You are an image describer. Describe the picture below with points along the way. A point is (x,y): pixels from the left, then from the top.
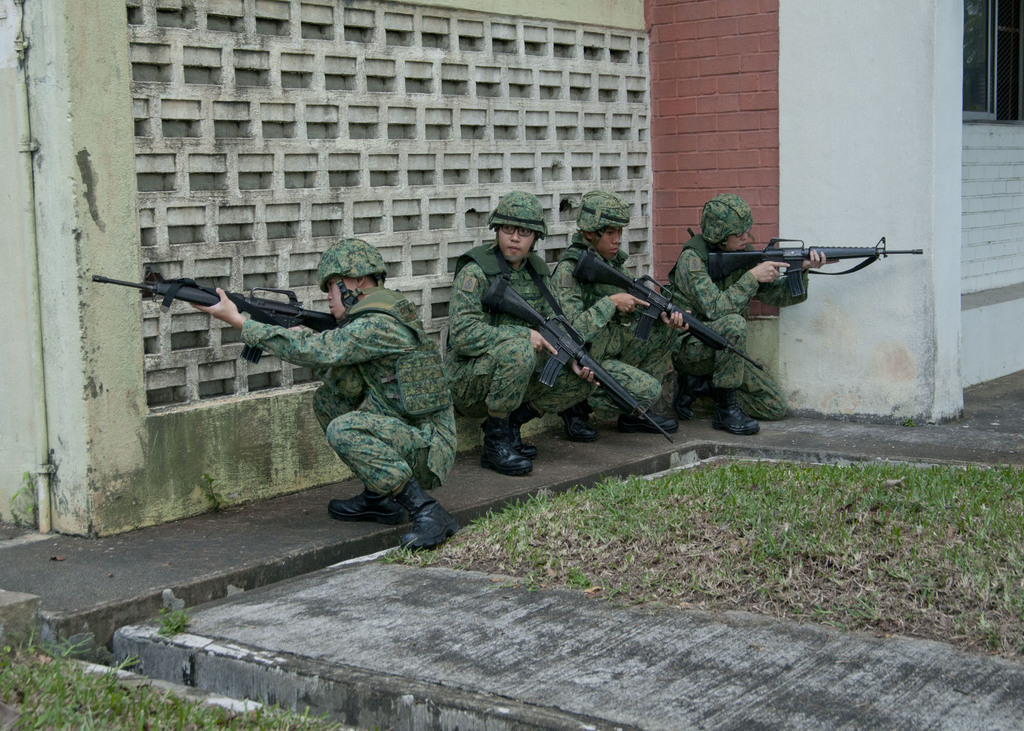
In this image there are four people (490,333) holding guns (606,281) in their hands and hiding near a wall (820,192).
